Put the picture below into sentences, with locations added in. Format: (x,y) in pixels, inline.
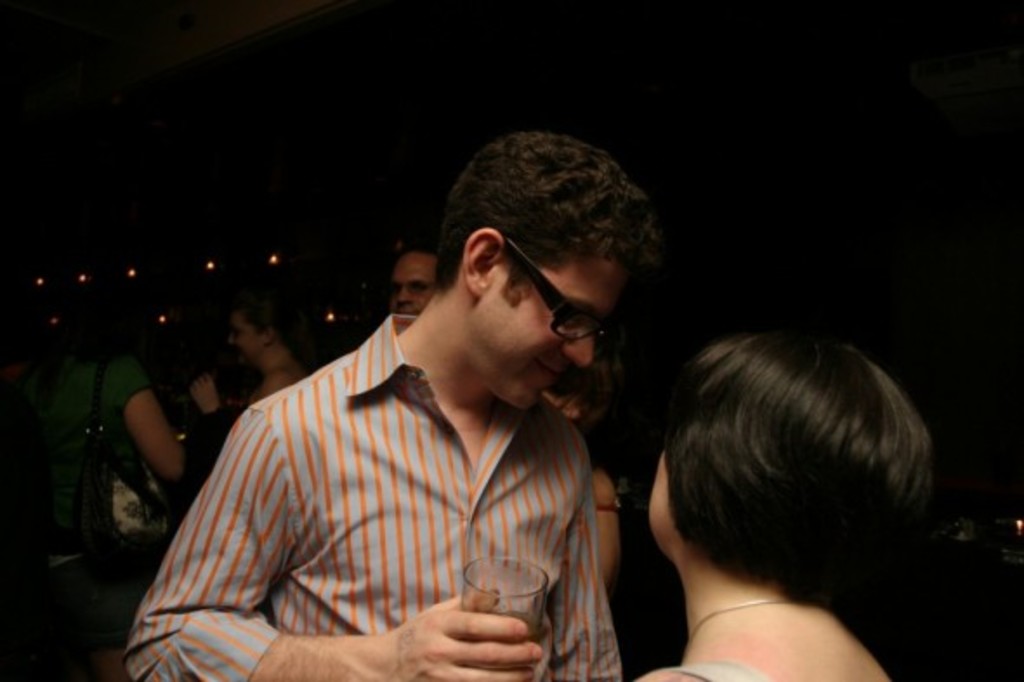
In the center of the image (556,286) we can see a man (546,322) is standing and wearing shirt (450,473), spectacles (577,331) and holding a glass (508,598). On the right side of the image (713,420) we can see a lady (749,509) is standing. On the left side of the image (177,447) we can see some people (258,395) are standing and a lady (166,431) is carrying a bag (145,507) and also we can see the lights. In the background (797,252), the image is dark.
